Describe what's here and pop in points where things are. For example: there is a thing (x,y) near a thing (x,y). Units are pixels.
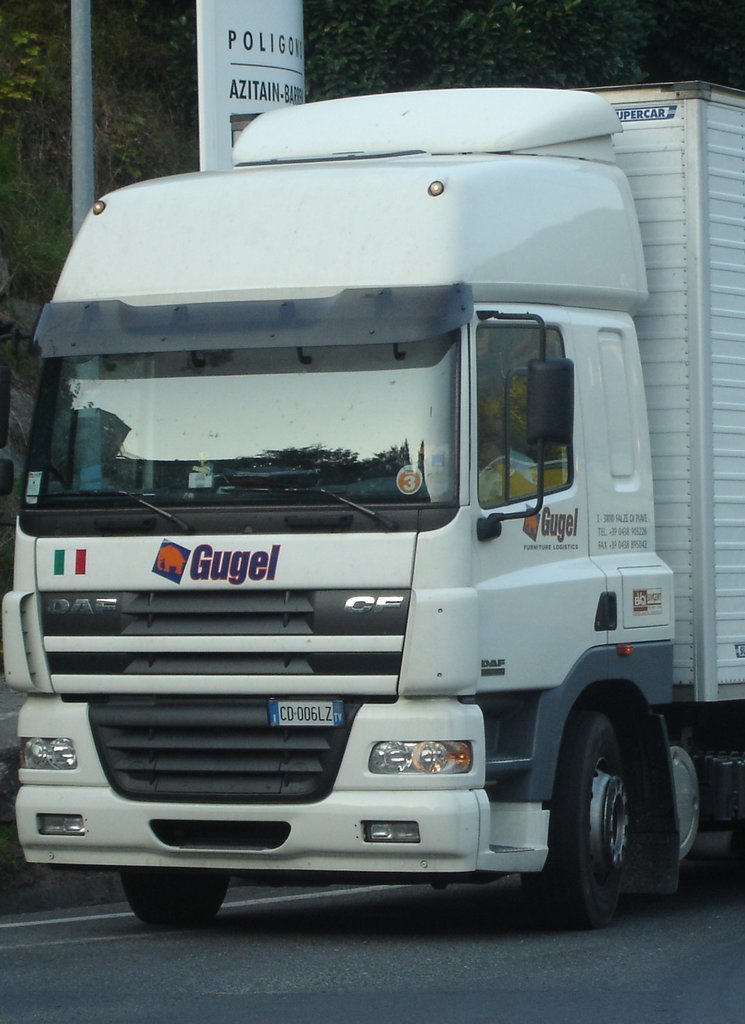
In this image we can see a vehicle (288,212) on the road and some text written on it, we can see the trees (657,39), text board (219,80), pole (73,61).
